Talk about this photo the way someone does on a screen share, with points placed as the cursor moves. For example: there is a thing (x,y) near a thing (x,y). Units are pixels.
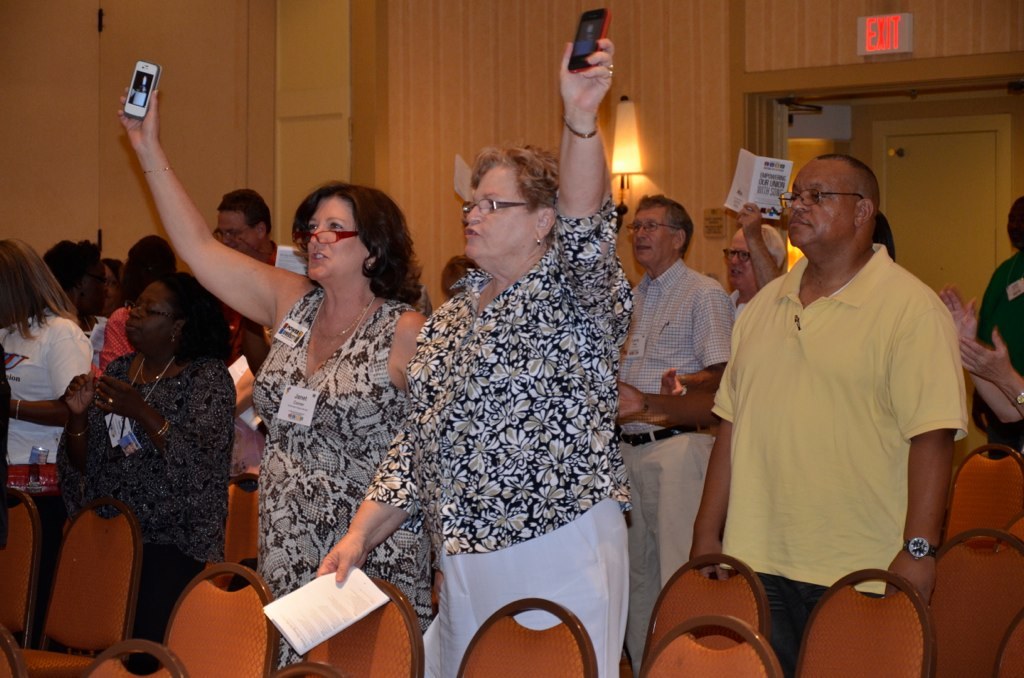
In the image there are many people (306,432) standing in a room (610,186) and they are responding for something and in the background (270,144) there is a wooden wall (729,144), beside the wall (707,178) there is an exit door (890,209).
